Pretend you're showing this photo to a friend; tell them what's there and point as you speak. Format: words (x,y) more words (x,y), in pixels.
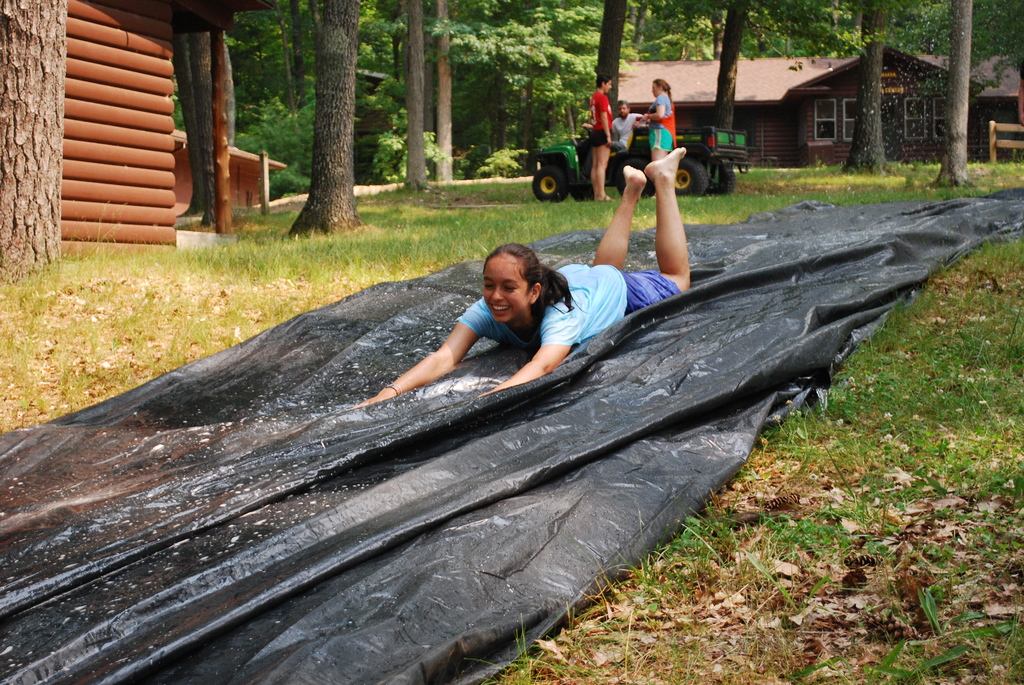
In this image a woman (664,229) is lying on the cover (479,449) which is on the grassland (826,551). A person (623,138) is sitting in the vehicle (629,150). Beside the vehicle (643,133) two persons (674,106) are standing on the grass land (651,202). There are few trees (721,105). Behind there are few houses (802,117). Right side there is a fence (1002,146) on the grassland (985,179). Background (1001,26) there are few trees (423,45). Left side (19,48) there is a tree trunk (37,42). Behind there are few houses (137,172).
